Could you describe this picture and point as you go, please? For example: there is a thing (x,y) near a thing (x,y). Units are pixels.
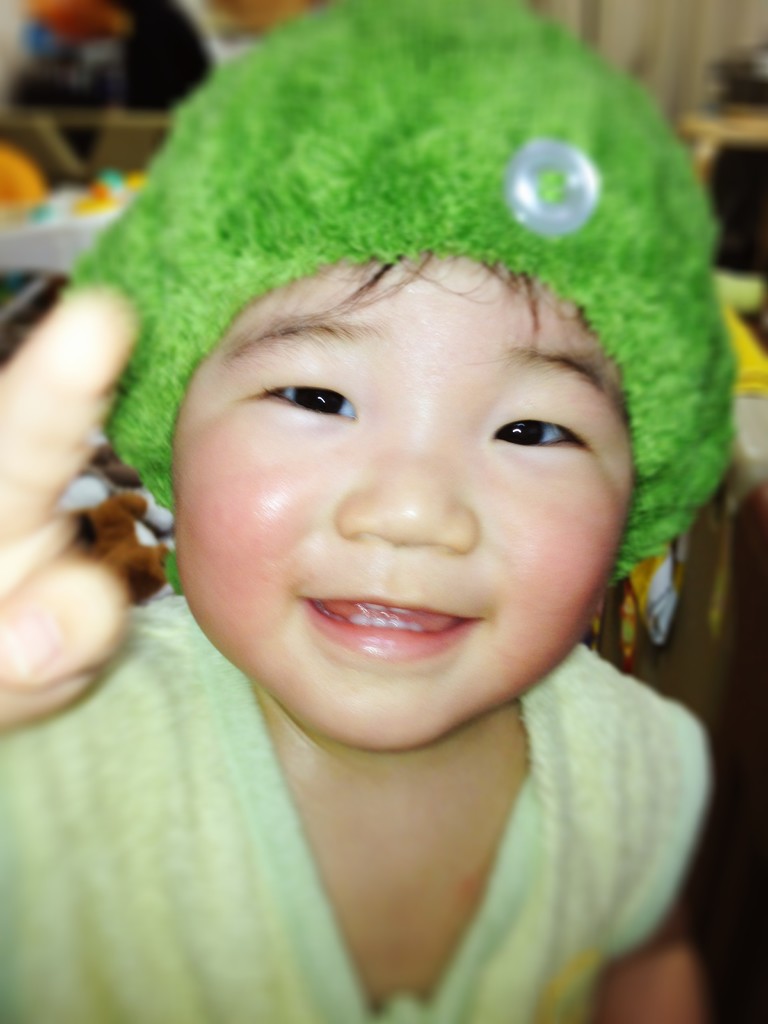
In the image I can see a child (512,557) in green cap (673,151) and green dress (119,779).
